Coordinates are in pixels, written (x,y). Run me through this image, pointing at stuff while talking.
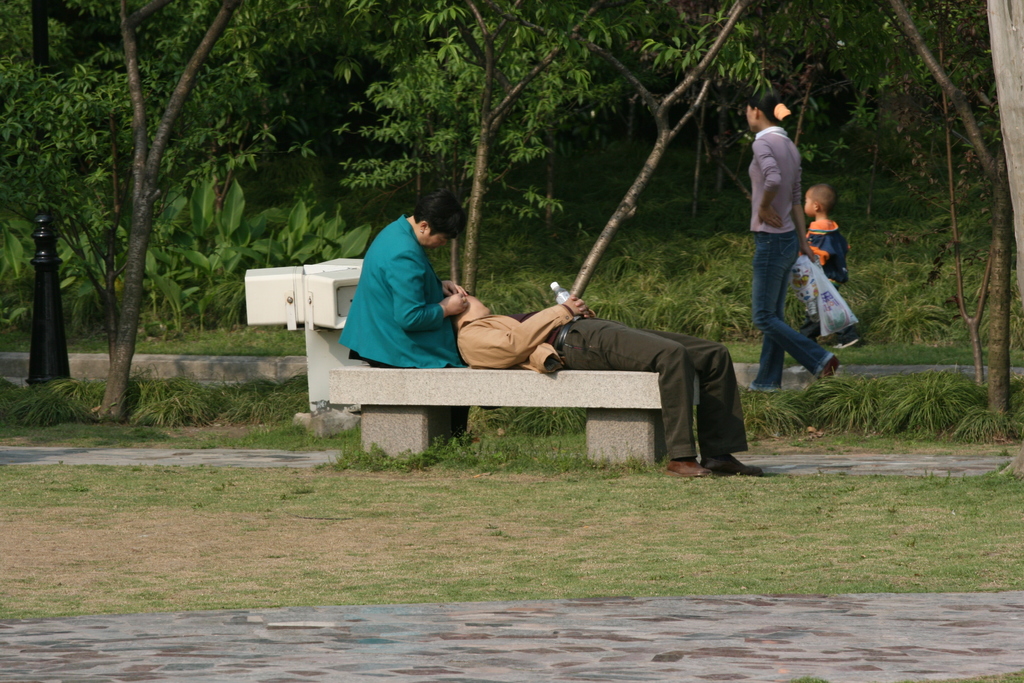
In this image there are three persons (692,370) and one child (821,222). One person (398,345) is sitting on the bench (482,372). At the back side (313,151) there are trees (365,79).
